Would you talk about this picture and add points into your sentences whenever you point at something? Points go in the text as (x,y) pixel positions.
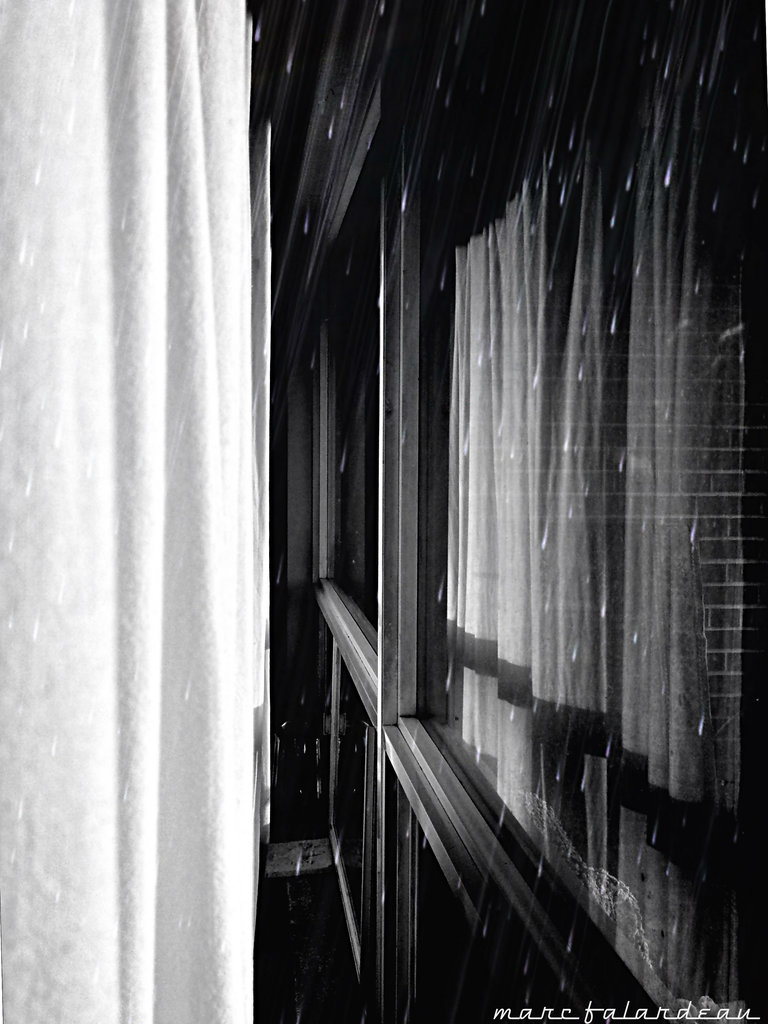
In the picture we can see a window (378,1009) with a glass (506,780) and inside it we can see a curtain (638,365) and outside it we can see rain drops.
